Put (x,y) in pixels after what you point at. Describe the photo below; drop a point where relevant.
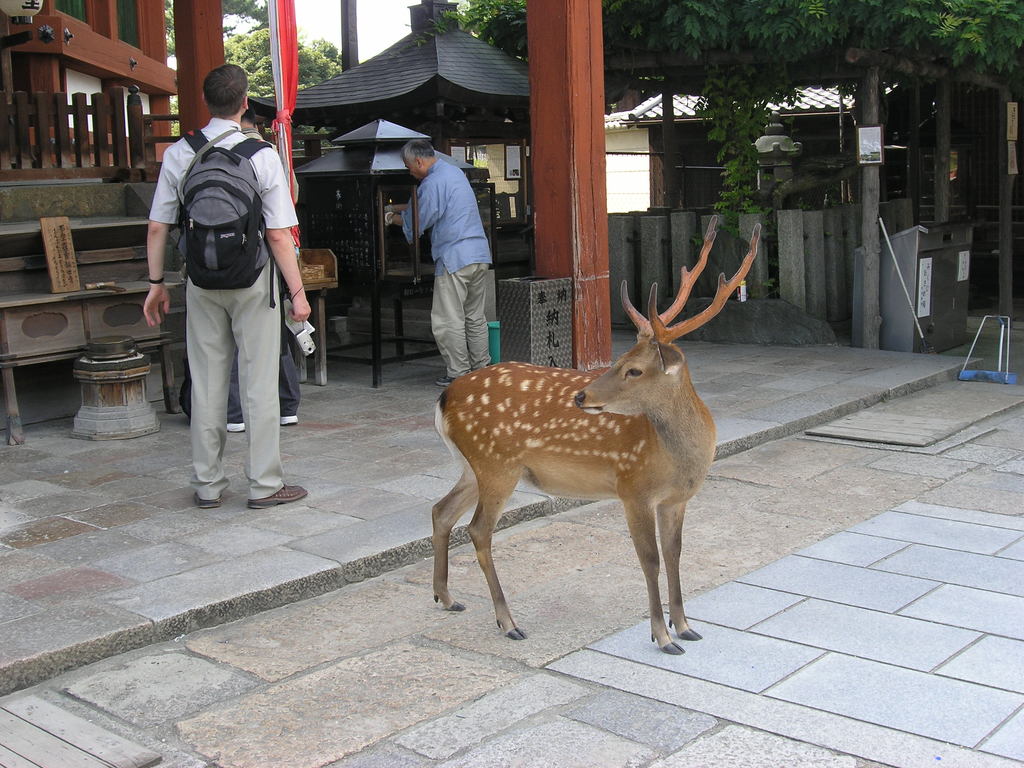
This image is taken outdoors. At the bottom of the image (388,600) there is a floor (807,361). In the middle of the image (575,390) there is a deer (672,488) and a man (208,298) is standing on the floor (351,440). In the background (39,172) there is a house (620,171), a fencing (821,284) and a man (463,273) is standing on the ground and there are a few wooden sticks (96,106) and a table (34,350) on the floor (122,463). There are a few trees (261,42).
